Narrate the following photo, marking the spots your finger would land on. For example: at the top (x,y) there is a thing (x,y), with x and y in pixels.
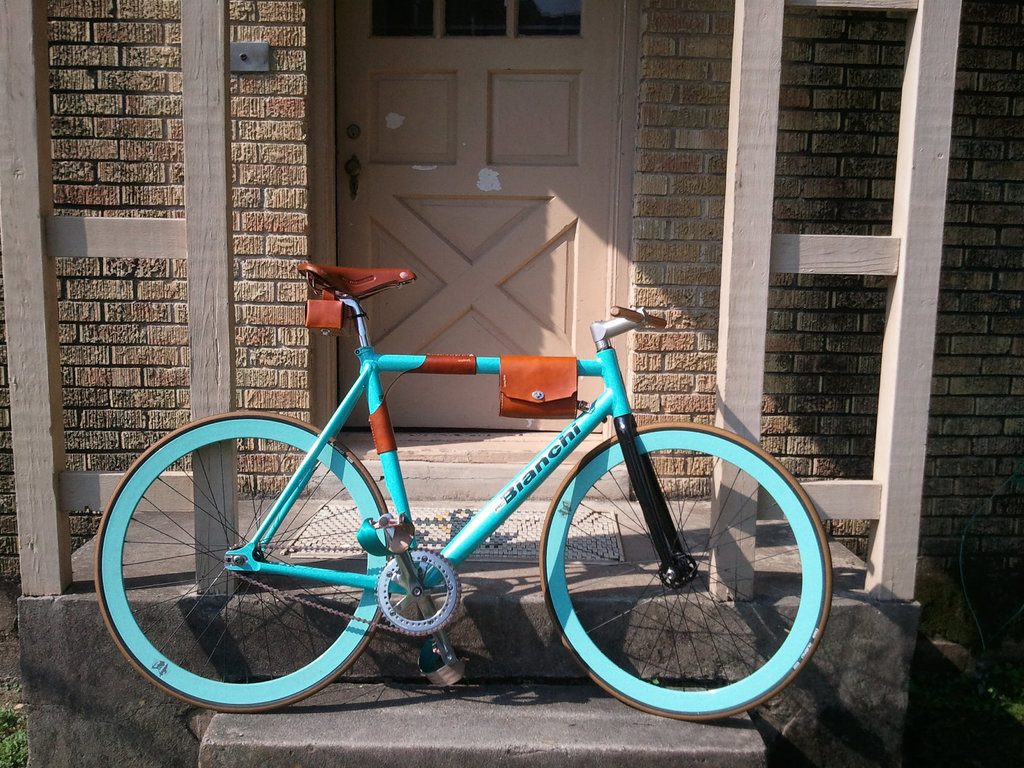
In the center of the image (372,293) we can see a bicycle (344,479). In the background of the image (565,254) we can see the wall (661,282), door (535,296), floor (462,502), door mat (428,517) and wood logs (51,459). At the bottom of the image (407,760) we can see the ground (11,733).
